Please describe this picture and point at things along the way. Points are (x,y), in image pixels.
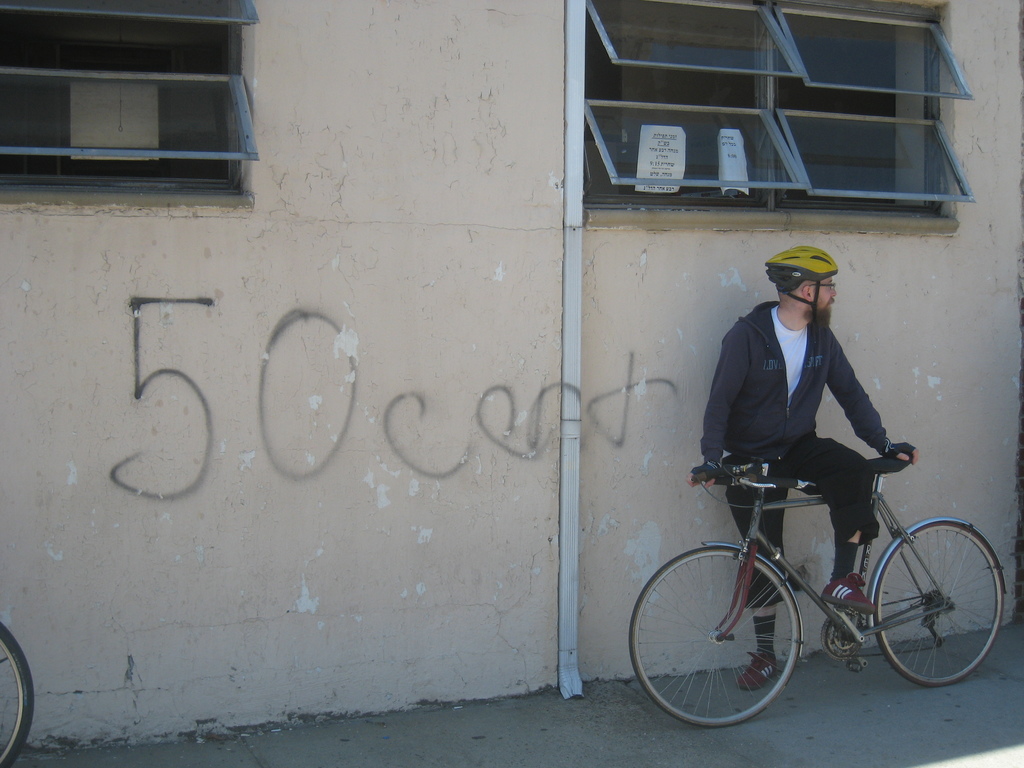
In this picture outside of house (616,463). He is standing. His holding bicycle handle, His wearing helmet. We can see in background (312,367) window (621,188), wall (495,193).
